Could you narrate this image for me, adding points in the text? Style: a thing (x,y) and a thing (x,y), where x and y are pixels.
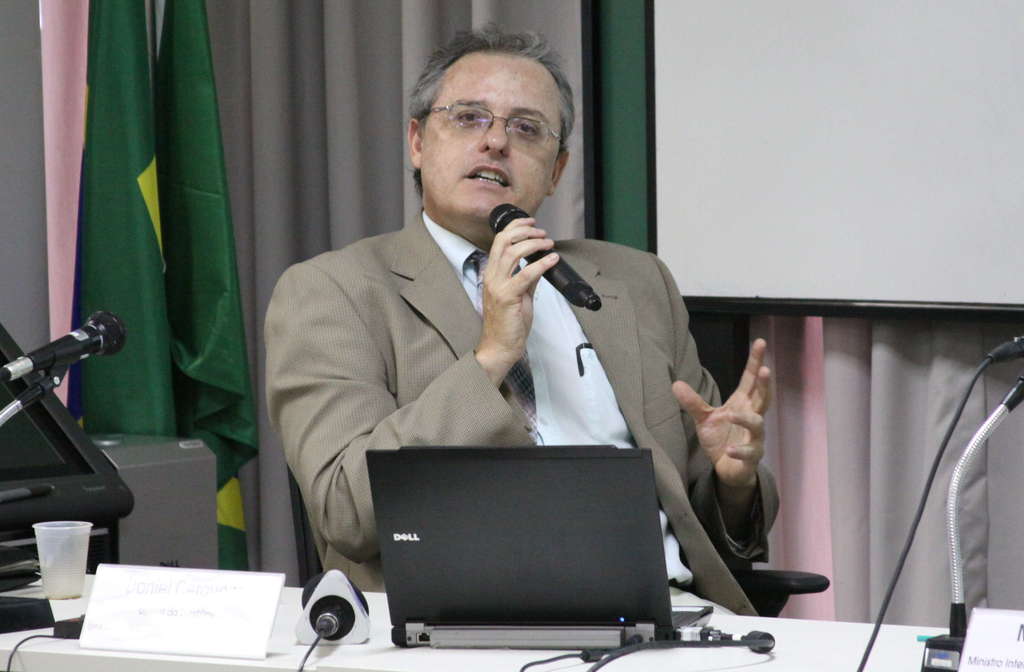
This image consists of table (190,665), a person (717,412). On that table (296,590) there are Glass (80,552), name board (194,575), laptop (449,594), mic (339,637). Beside him there is a flag (224,300) and behind him there is a curtain (332,142) and the screen (665,140) which is in white color. That man (659,282) who is sitting on chair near the table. He is holding a mic (521,251) in his hands (512,268).
